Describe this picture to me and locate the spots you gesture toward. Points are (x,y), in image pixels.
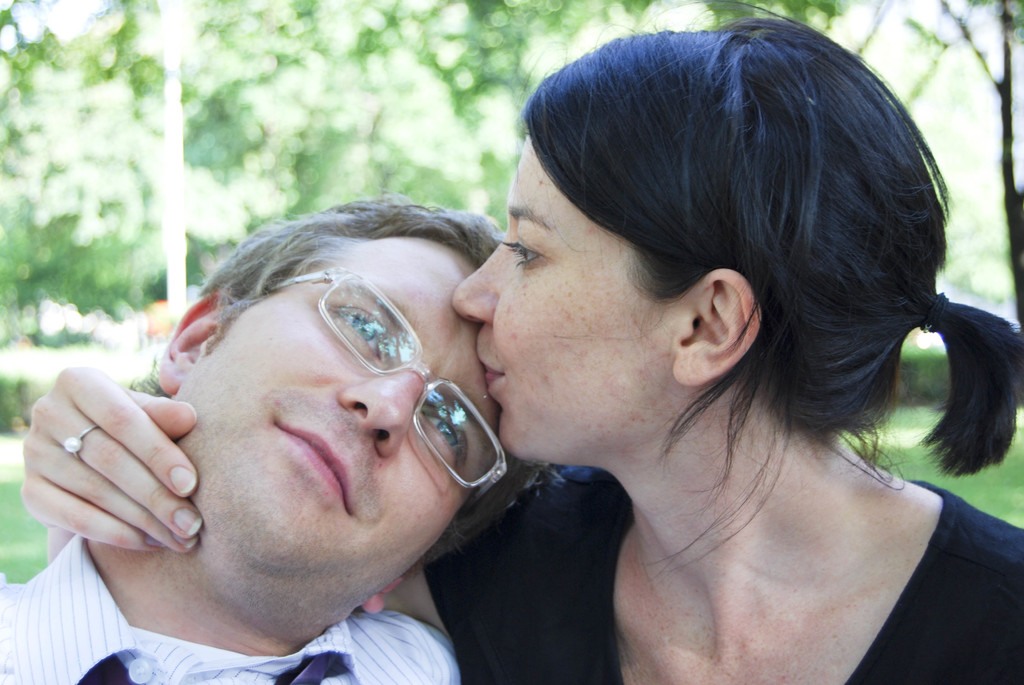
In this image there is a man (308,523) and a woman (574,473), in the background (320,207) there are trees (210,131).
